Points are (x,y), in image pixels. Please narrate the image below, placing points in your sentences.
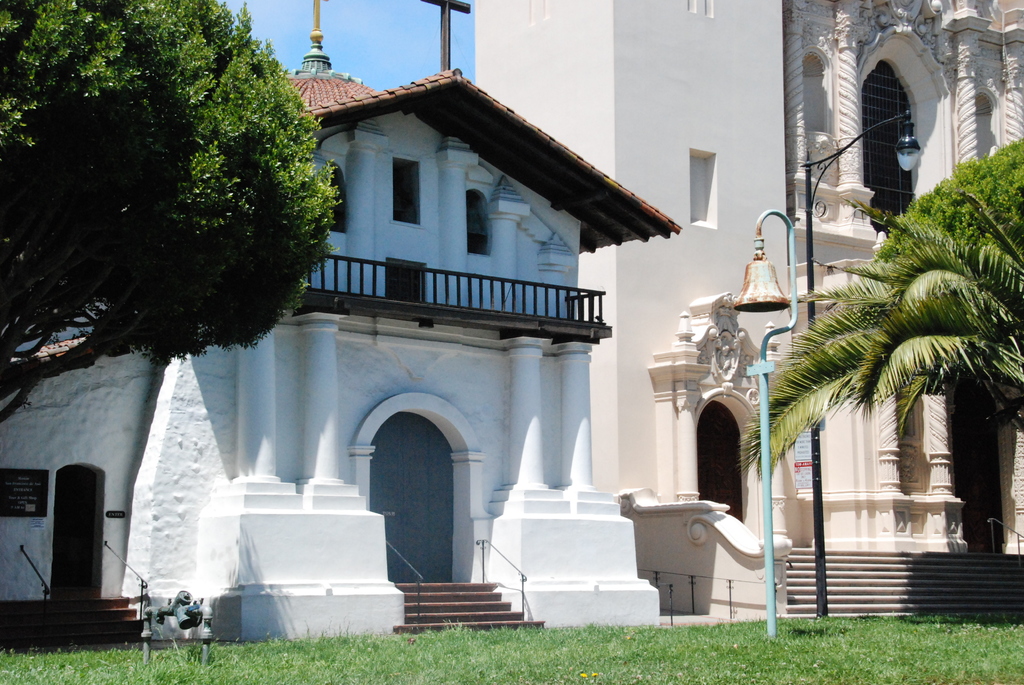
In this picture I can see buildings (896,40), there is grass (452,658), there are poles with a bell (755,294) and light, there are trees (984,325) and the sky (393,61).
